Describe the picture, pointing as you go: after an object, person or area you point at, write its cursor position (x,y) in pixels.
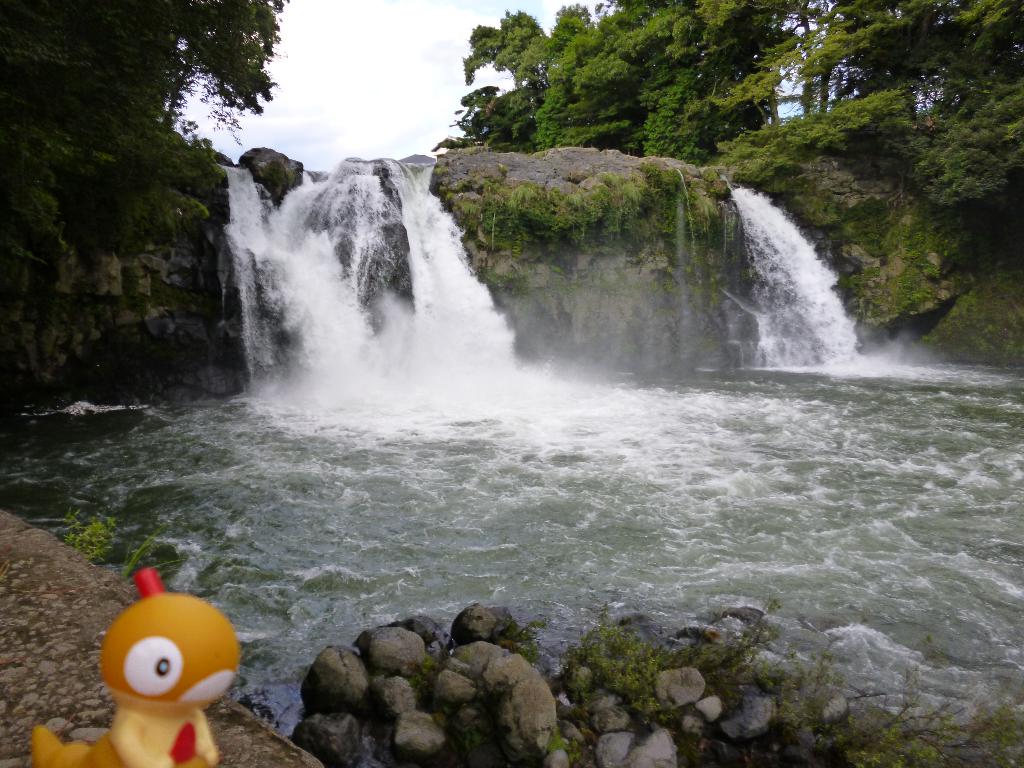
In this picture I can see the water falls (444,310), around we can see some trees (667,138), rocks (541,741) and also I can see a toy (178,700).
